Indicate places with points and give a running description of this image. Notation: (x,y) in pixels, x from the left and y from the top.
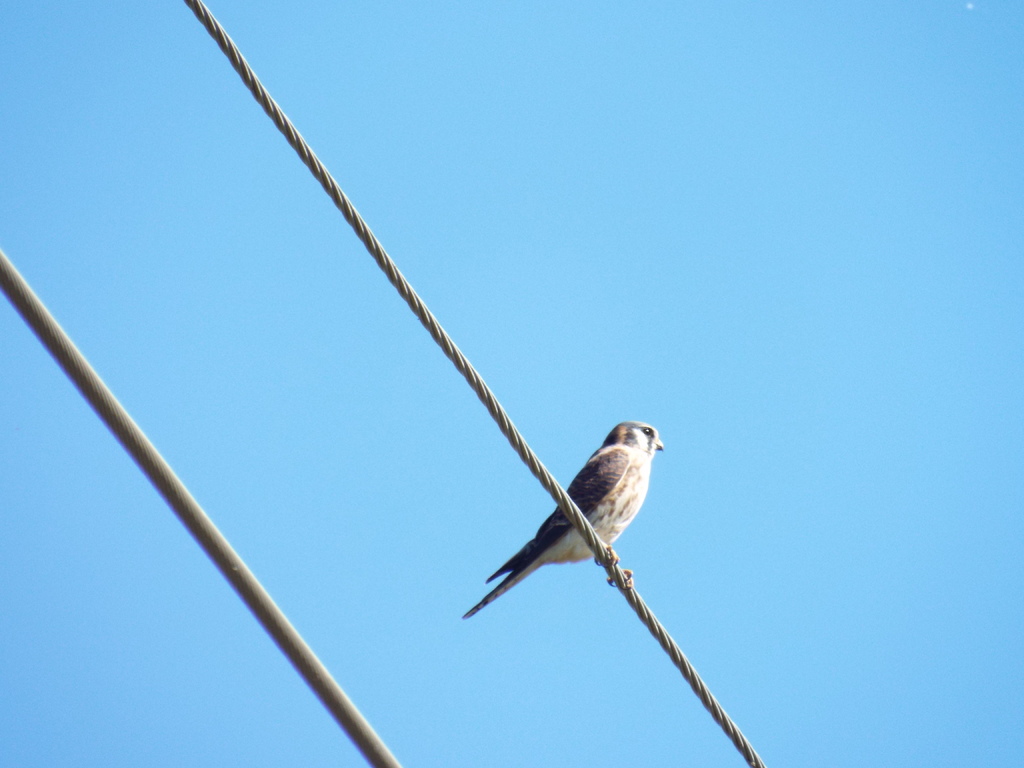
In this picture there is a bird (571,490) standing on the wire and there are wires (289,630). At the top (790,222) there is sky (562,383).
